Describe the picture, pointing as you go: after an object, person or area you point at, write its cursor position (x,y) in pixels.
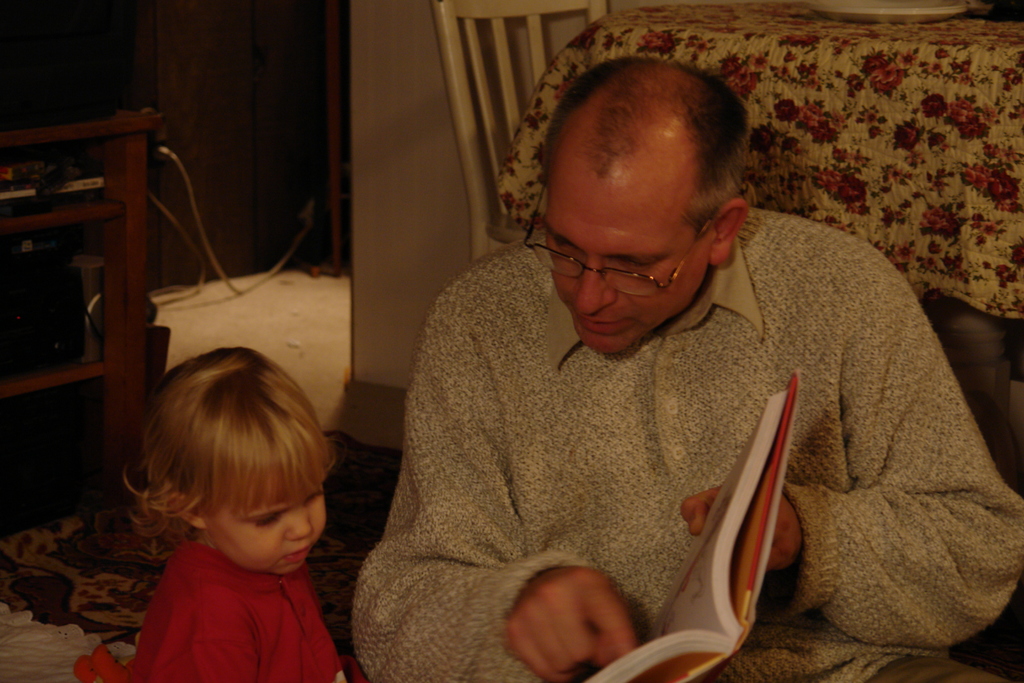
In this picture we can see a man (514,405) and a kid (258,474) sitting, this man (532,460) is holding a book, on the left side (136,289) there is a table (115,283), on the right side (930,170) we can see a chair (535,58) and a cloth (938,156), at the bottom (374,527) there is mat (372,524).
